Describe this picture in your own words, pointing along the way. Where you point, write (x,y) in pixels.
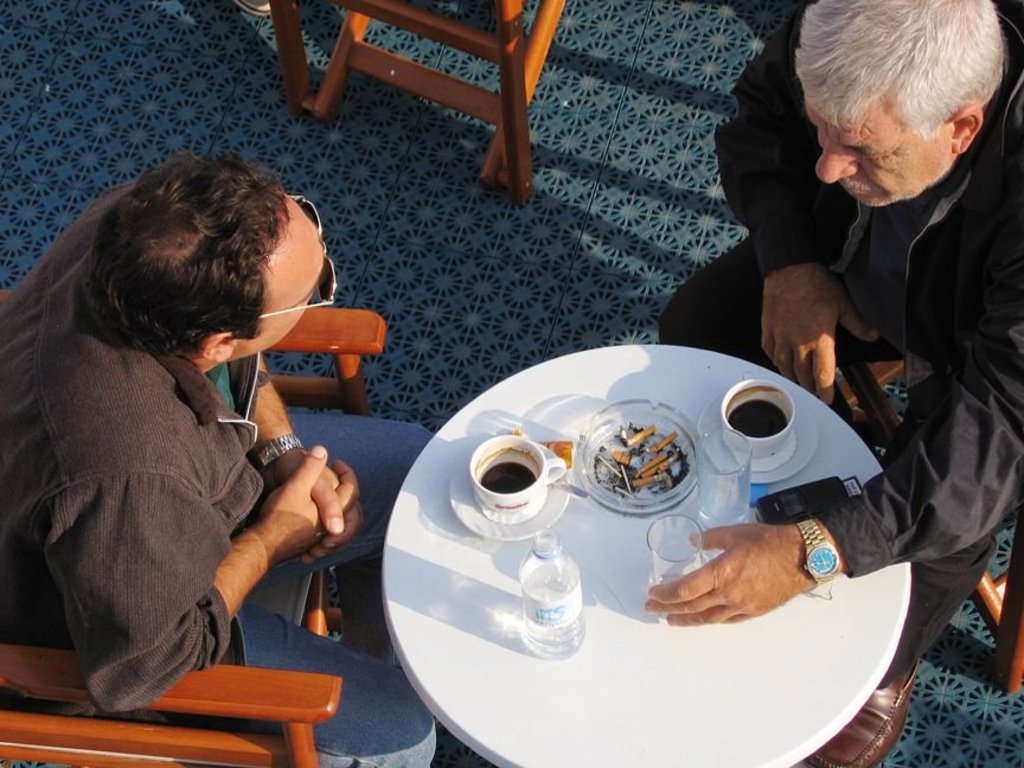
In this image I can see two person (116,558) sitting on chairs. I can see glasses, cups (512,513), saucer (510,528), bottle (543,606) and few objects (593,467) on the table (620,571).
